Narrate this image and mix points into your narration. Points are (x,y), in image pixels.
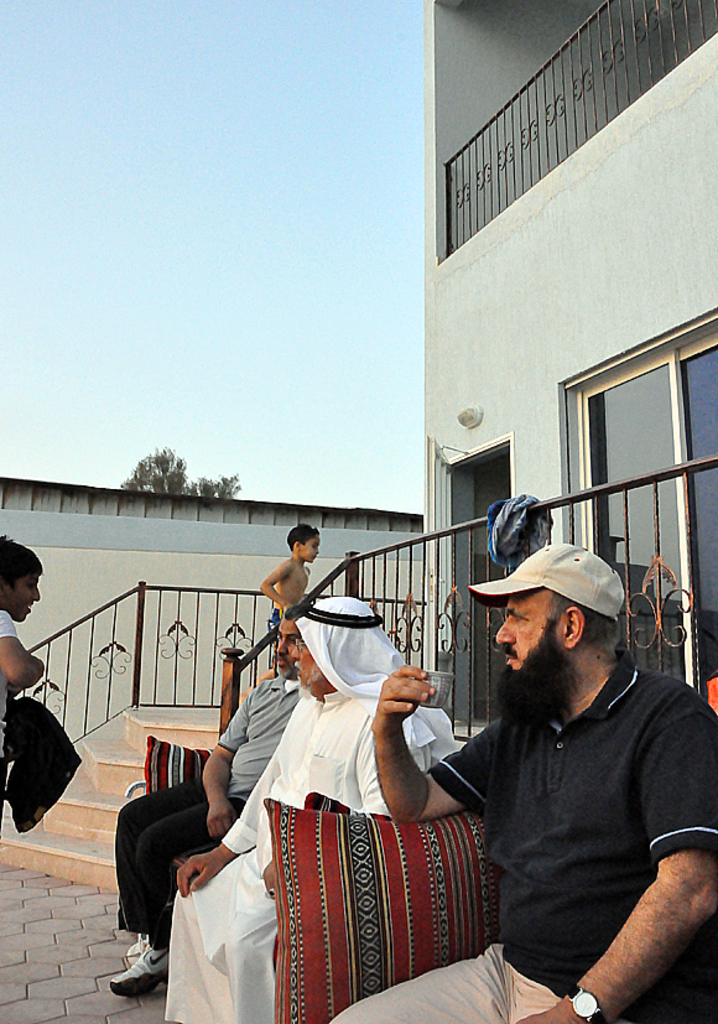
At the bottom of the image (250,906) few people (362,686) are sitting and standing. Behind them we can see fencing (355,596) and steps (128,725). Behind the fencing (218,596) we can see some buildings (2,513) and trees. In the top left corner of the image (66,291) we can see the sky (353,22).
